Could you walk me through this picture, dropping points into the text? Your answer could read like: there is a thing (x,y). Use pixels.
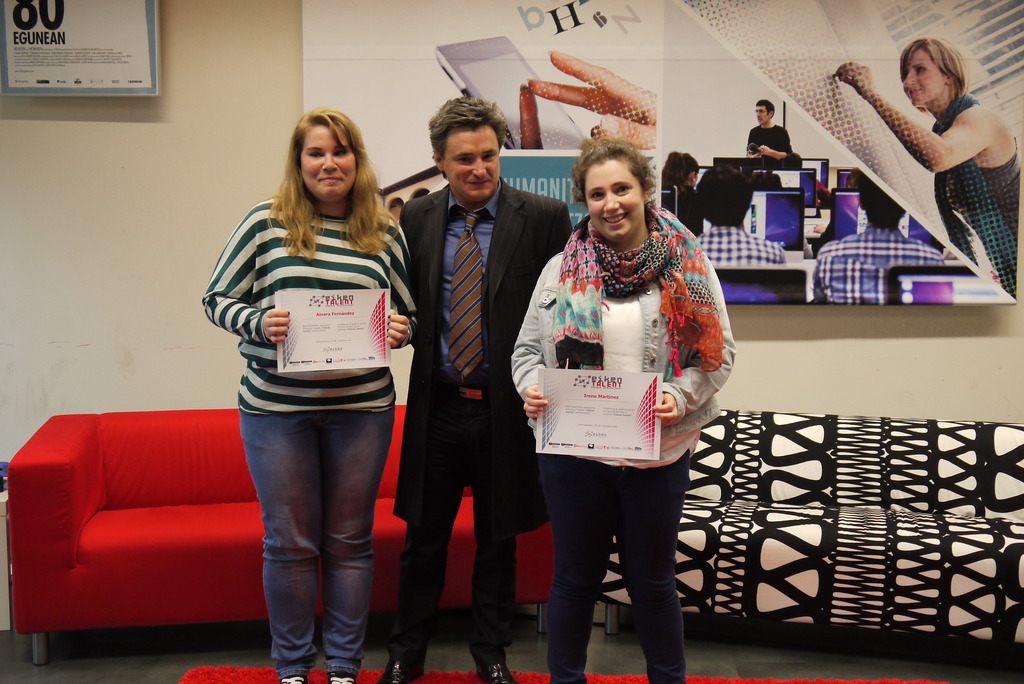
In this picture there are three people (544,326) in the center (455,408). Among them, there are two women (591,281) and a man (466,145). Both the women (296,238) are holding certificates (575,404). Man (490,280) is wearing black blazer (543,220) and black trousers (507,581). Behind them, there are sofas (242,538) which are in red and black and white in color. To the wall (257,43) there are frames (712,141) with text (533,11) and pictures (838,226).
